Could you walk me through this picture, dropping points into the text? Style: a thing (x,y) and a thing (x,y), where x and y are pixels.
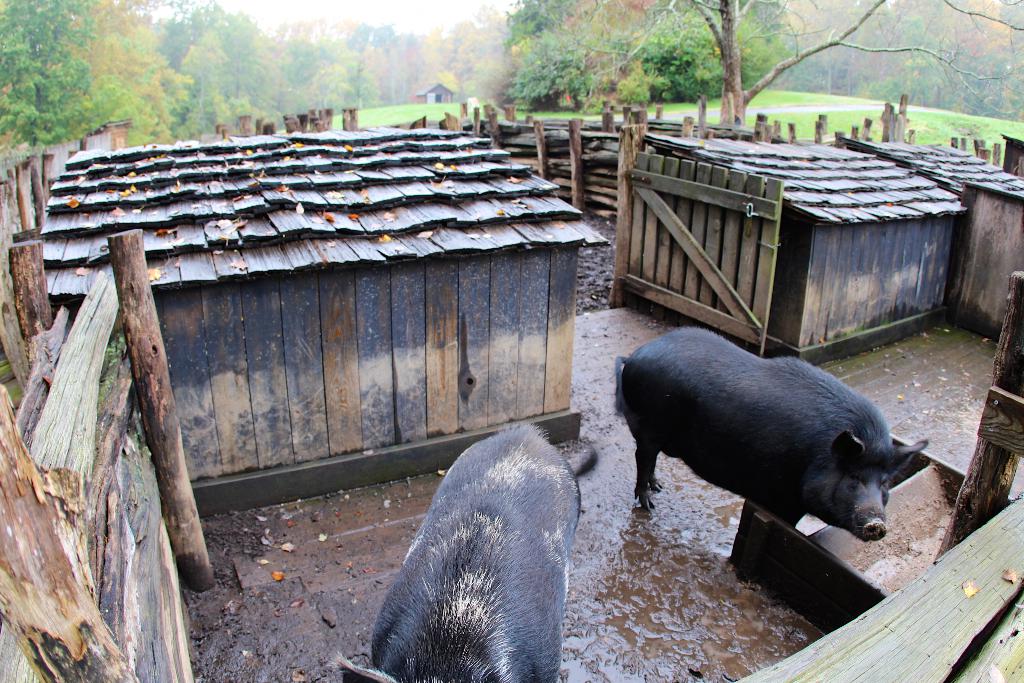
In the foreground of the image (653,538) we can see two pigs (415,590) on the ground (321,600) and some wood pieces (983,533) and a container (930,511) placed on the ground (908,416). In the center of the image (681,230) we can see a gate (714,236), buildings (849,219) with roofs (821,198), group of wood logs (606,143). In the background (973,82), we can see a group of trees (956,51), building (444,86) and the sky (371,18).
